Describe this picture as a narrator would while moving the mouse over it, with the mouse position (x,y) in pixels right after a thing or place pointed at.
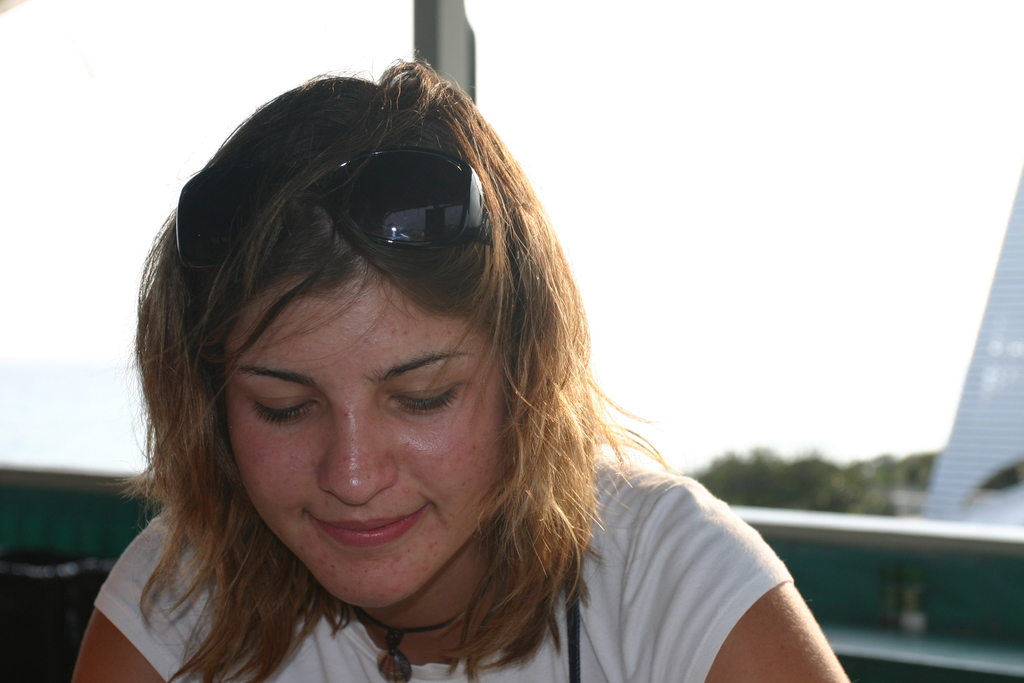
This picture shows women (355,534) seated with a smile on the face (367,496) and we see sunglasses (223,178) and trees (791,494) and a cloudy Sky (725,234).
